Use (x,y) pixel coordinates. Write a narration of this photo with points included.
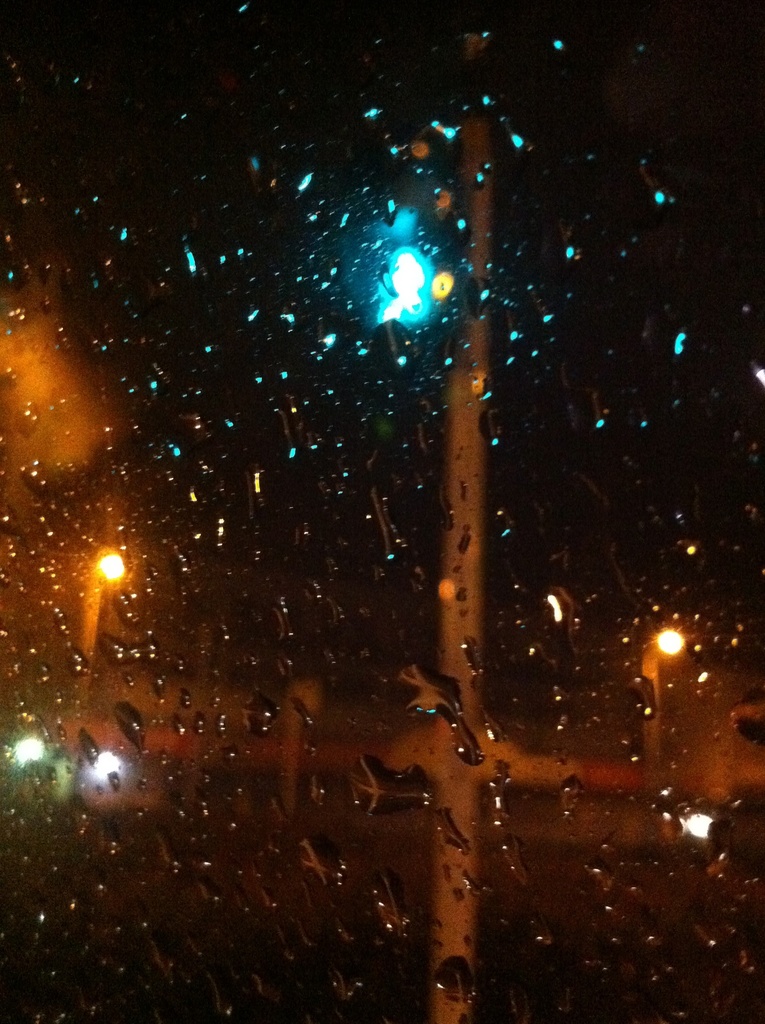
This image consists of a glass (339,559). There are water droplets (399,795) on that. There are lights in the middle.
